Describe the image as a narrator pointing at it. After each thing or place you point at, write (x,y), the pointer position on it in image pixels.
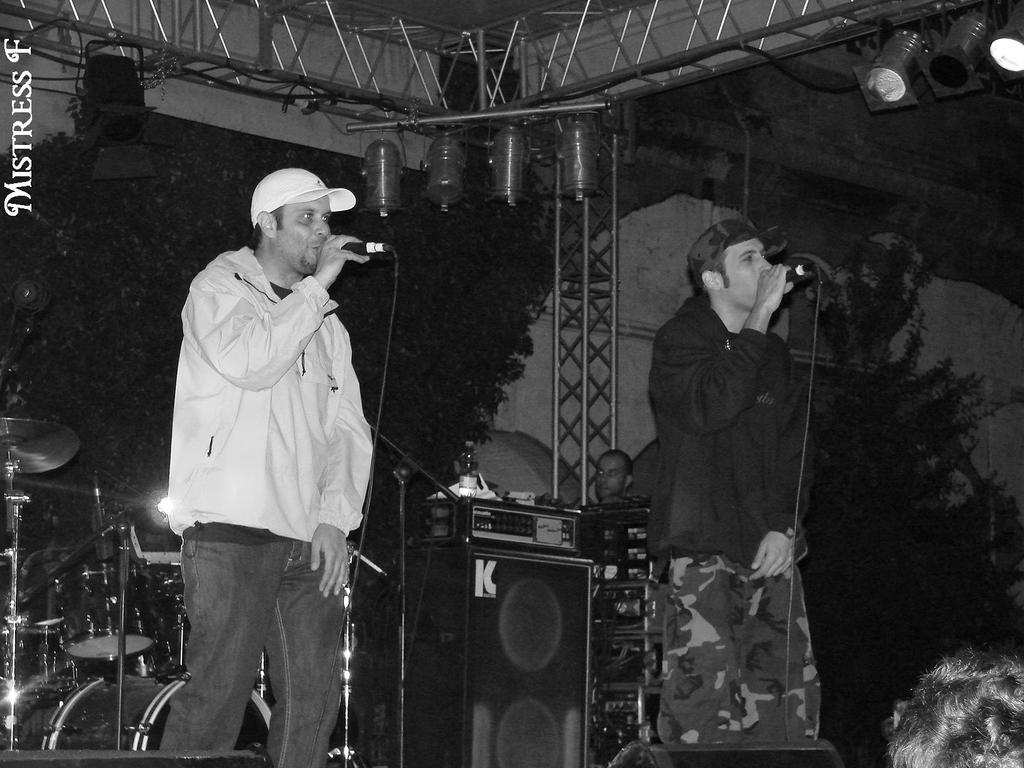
This is a black and white image, and here we can see people (335,379) standing and holding mics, both of them are wearing caps (304,200). In the background (70,555), there are musical instruments (84,584) and we can see a person (610,480), trees (522,300) and rods (585,341). At the top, there are lights (451,141) and there is roof (634,61) and we can see some text (13,189).
